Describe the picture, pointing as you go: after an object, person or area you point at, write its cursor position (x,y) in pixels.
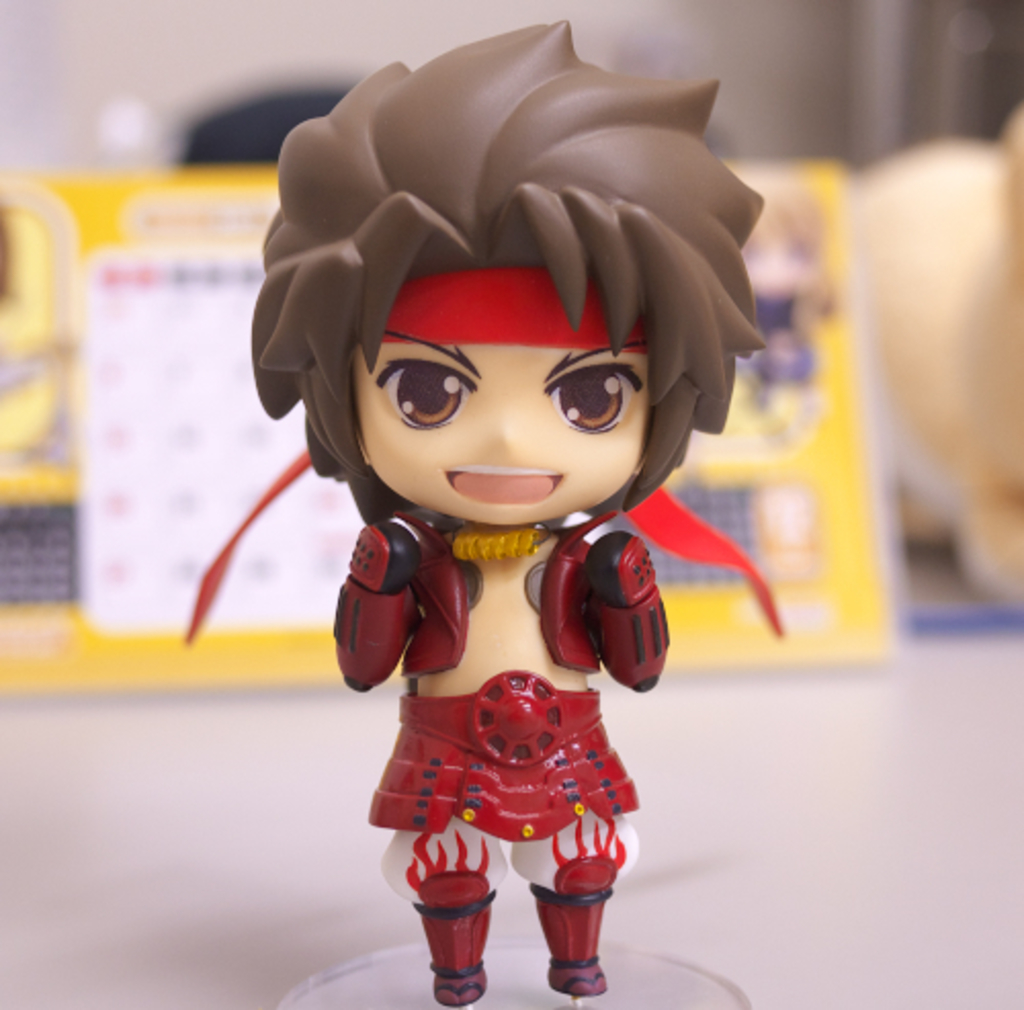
In this image I can see a toy (450,748) and the background (41,53) is blurry.
